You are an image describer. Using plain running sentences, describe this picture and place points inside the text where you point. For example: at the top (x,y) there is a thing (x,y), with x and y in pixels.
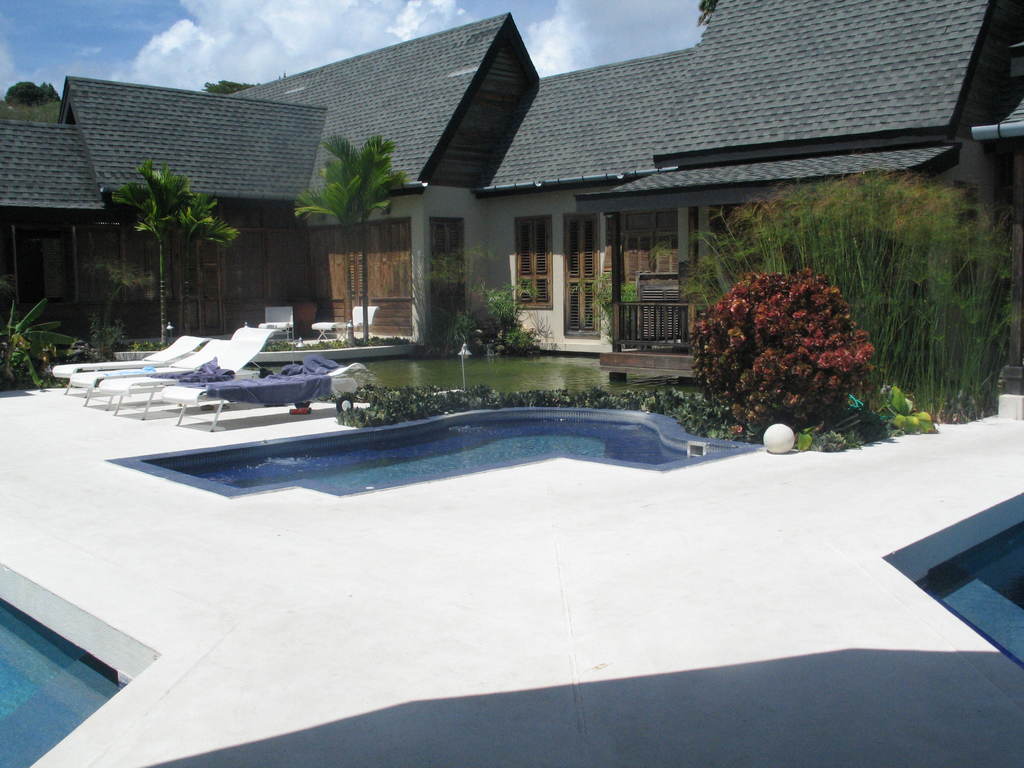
In this image I can see three swimming pools (337,488) in the front (586,430). In the background (606,391) I can see number of plants (989,262), trees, a building (255,294), few chairs (168,355), clothes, few poles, few lights (765,436) and I can also see water (381,374) in the front of the building (674,340). On the top side of this image (31,21) I can see clouds (655,30) and the sky (394,13).
